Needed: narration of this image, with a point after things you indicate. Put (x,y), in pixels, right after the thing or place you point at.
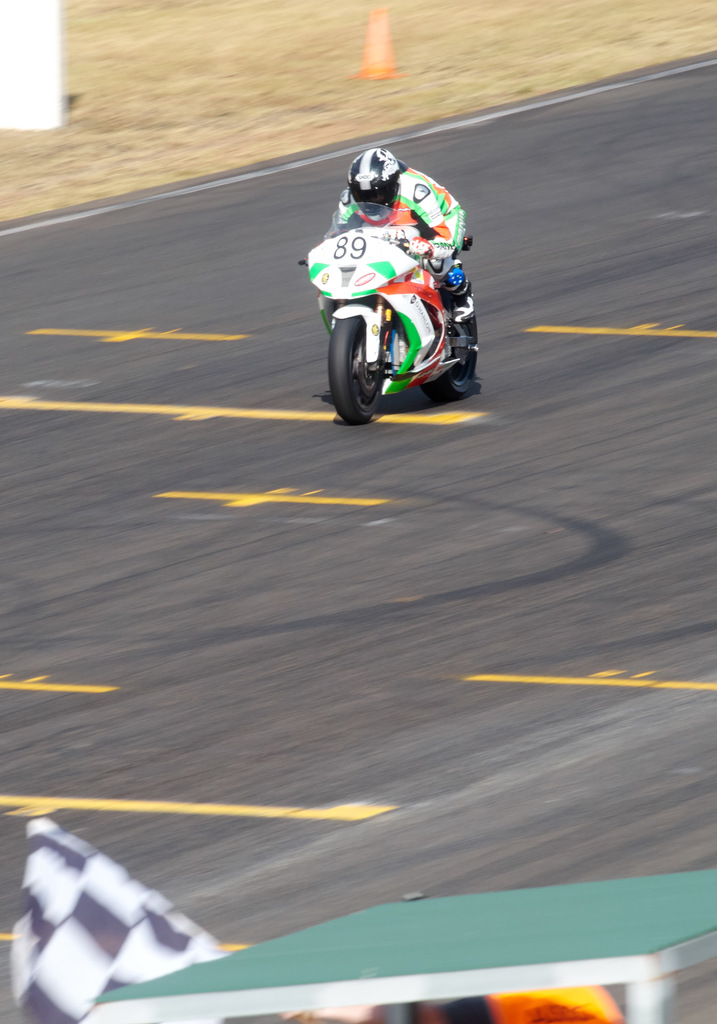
In this image I can see the person (439,225) riding the motorbike (360,385). The person (453,270) is wearing the colorful dress (441,261) and helmet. To the side of the road (228,215) I can see the traffic cone (391,79) and the ground (204,156) but it is blurry.
